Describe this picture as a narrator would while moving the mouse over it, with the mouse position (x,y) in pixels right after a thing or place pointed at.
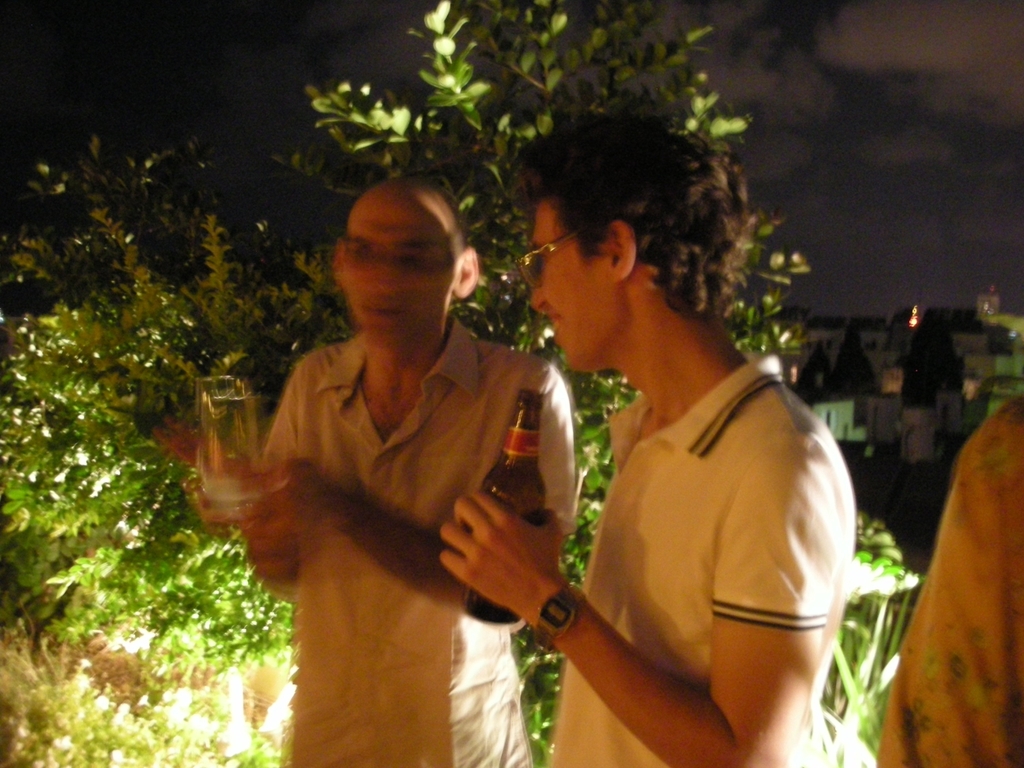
In this image In the middle (526,367) there is a man (433,519) he is holding a glass (231,485) he wears shirt (361,559). On the right (810,494) there are two people (824,601) on that In the middle (664,273) there is a man (650,550) he wears t shirt (660,557) and watch (548,624) he is holding a bottle (508,496). In the background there are many trees (820,363), building (895,410), sky (824,259) and cloud (944,61).
